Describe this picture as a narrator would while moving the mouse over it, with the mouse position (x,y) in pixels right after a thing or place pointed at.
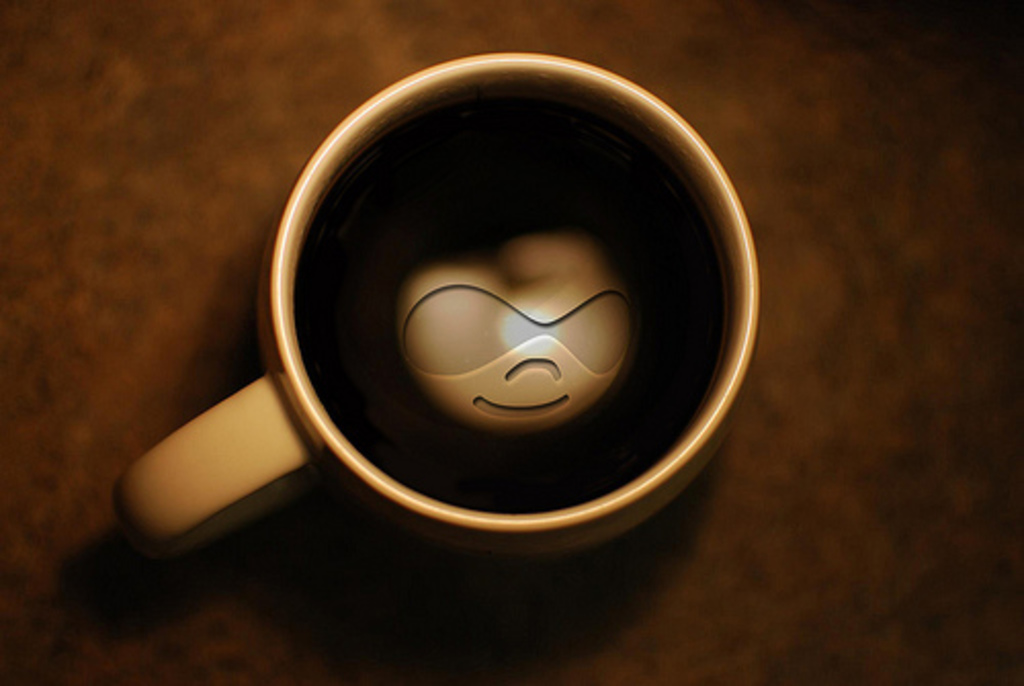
In this image I can see the cup (289,237) with drink (522,180). I can see the brown color object (499,315) in the drink (643,296). It is on the brown color surface (546,567).
